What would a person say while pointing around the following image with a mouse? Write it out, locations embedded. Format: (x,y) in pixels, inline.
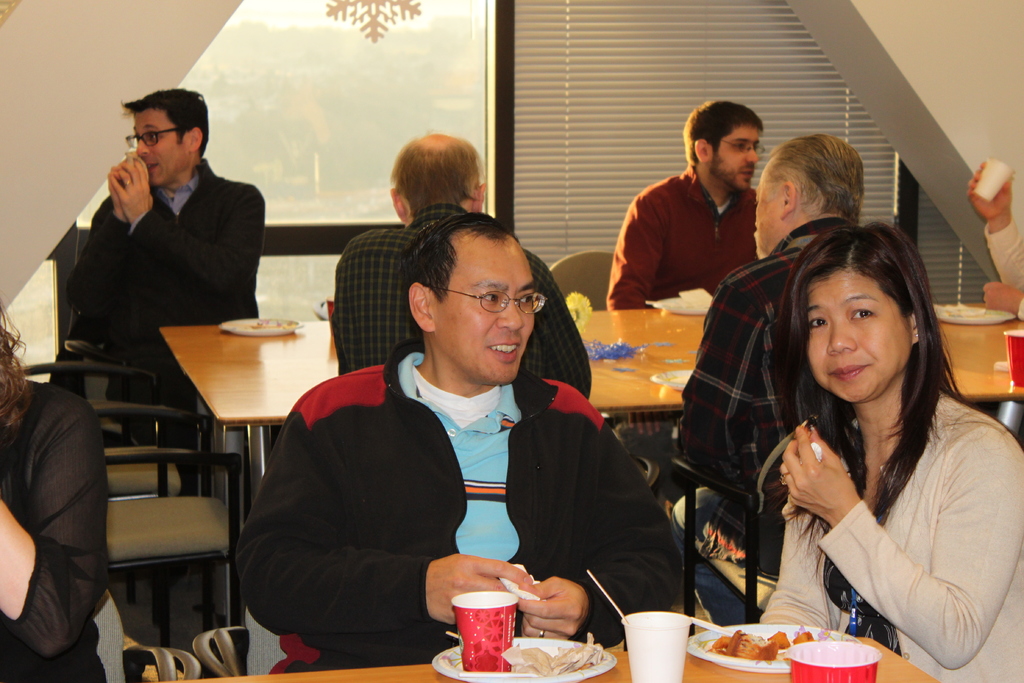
In this picture we can see a group of people (527,259) sitting on chairs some are smiling and some are eating and in front of them there is table (234,341) and on table (255,377) we can see plate (662,374), flowers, papers (696,292), glass (636,647) with some food (718,651) and in background (286,91) we can see wall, trees (328,81), windows (265,106).
